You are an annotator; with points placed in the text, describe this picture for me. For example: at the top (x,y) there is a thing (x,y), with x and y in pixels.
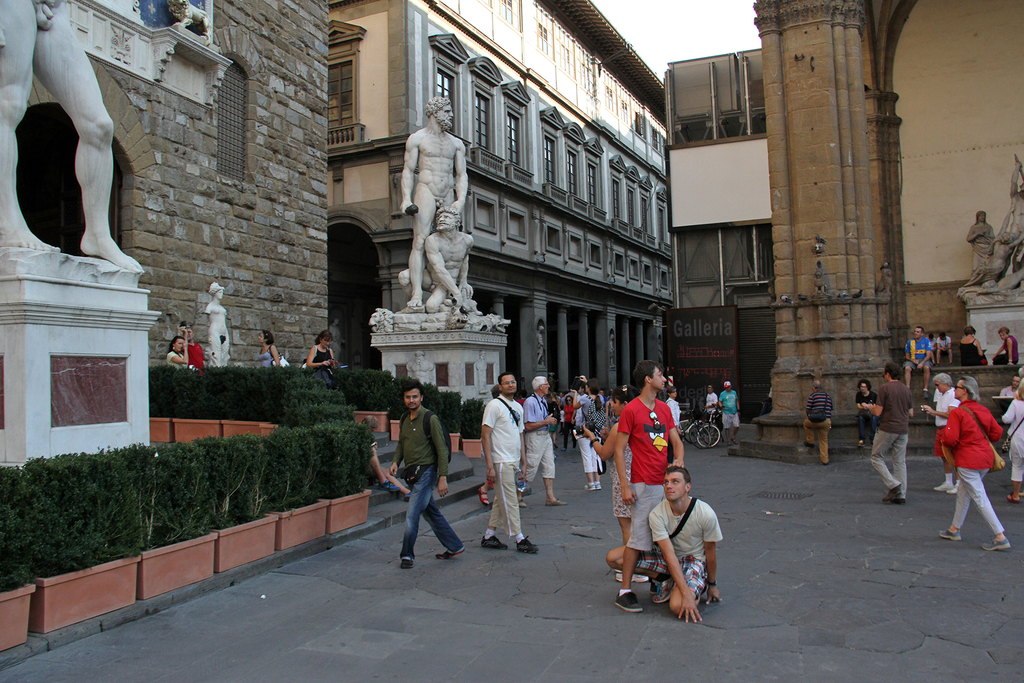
In this image we can see people (643,509) are walking on the road (643,605). In the background (650,256), we can see sculptures (423,245), plants (305,433), boards (689,343) and buildings (867,142).
